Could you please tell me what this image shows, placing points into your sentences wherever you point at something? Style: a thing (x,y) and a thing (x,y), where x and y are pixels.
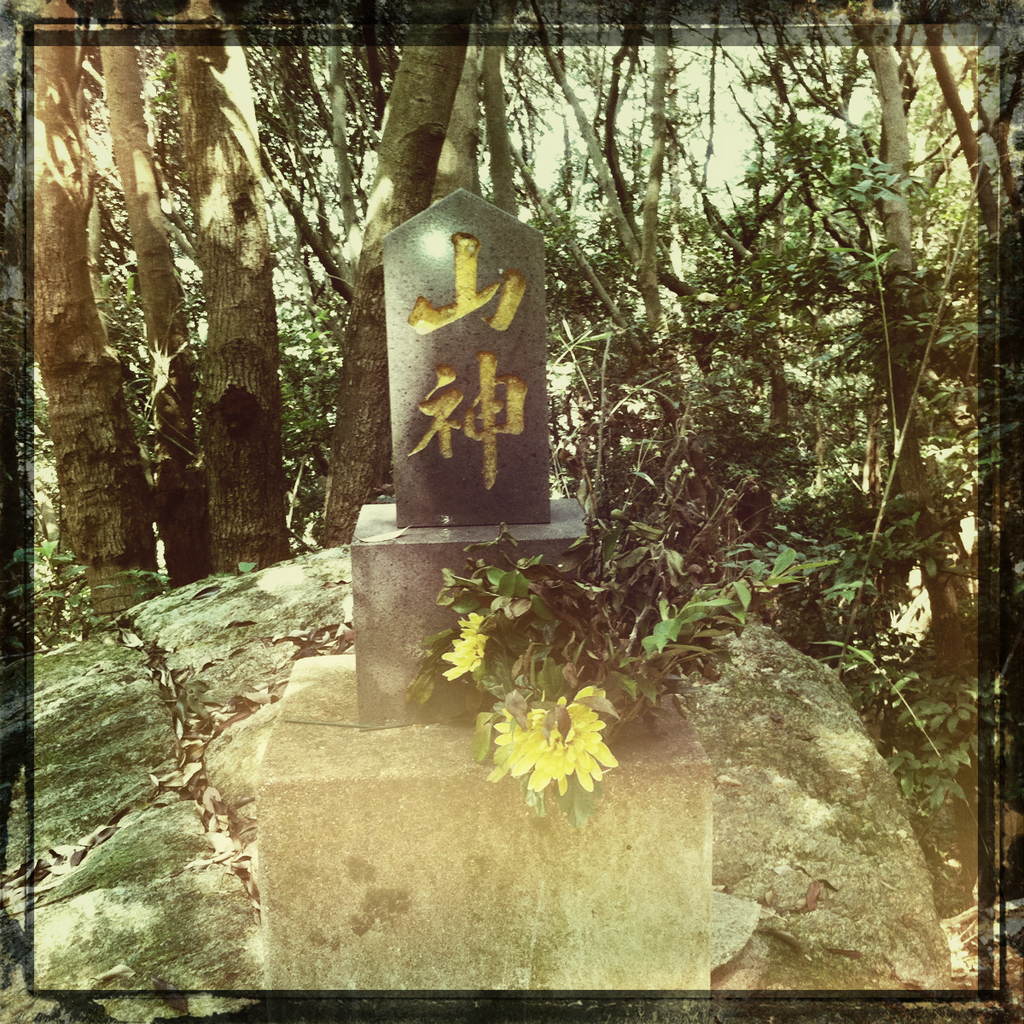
This is an edited picture. In this picture we can see trees (895,164), dried leaves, stones (564,507), branches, wall (483,850) and rocks (787,701).
